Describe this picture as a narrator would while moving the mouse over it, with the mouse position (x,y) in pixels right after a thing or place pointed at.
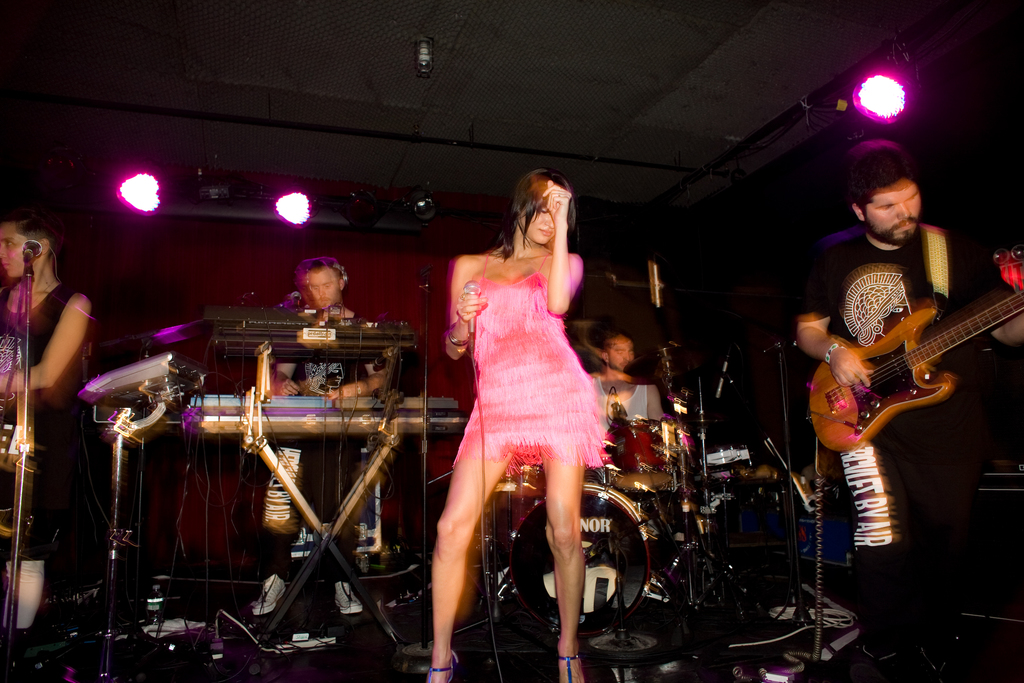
In the middle (521,362) a woman (537,383) is dancing, wears a pink color dress (532,371) in the right (844,373) a man (828,278) is playing the guitar (909,385) there are lights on the top (878,84).
